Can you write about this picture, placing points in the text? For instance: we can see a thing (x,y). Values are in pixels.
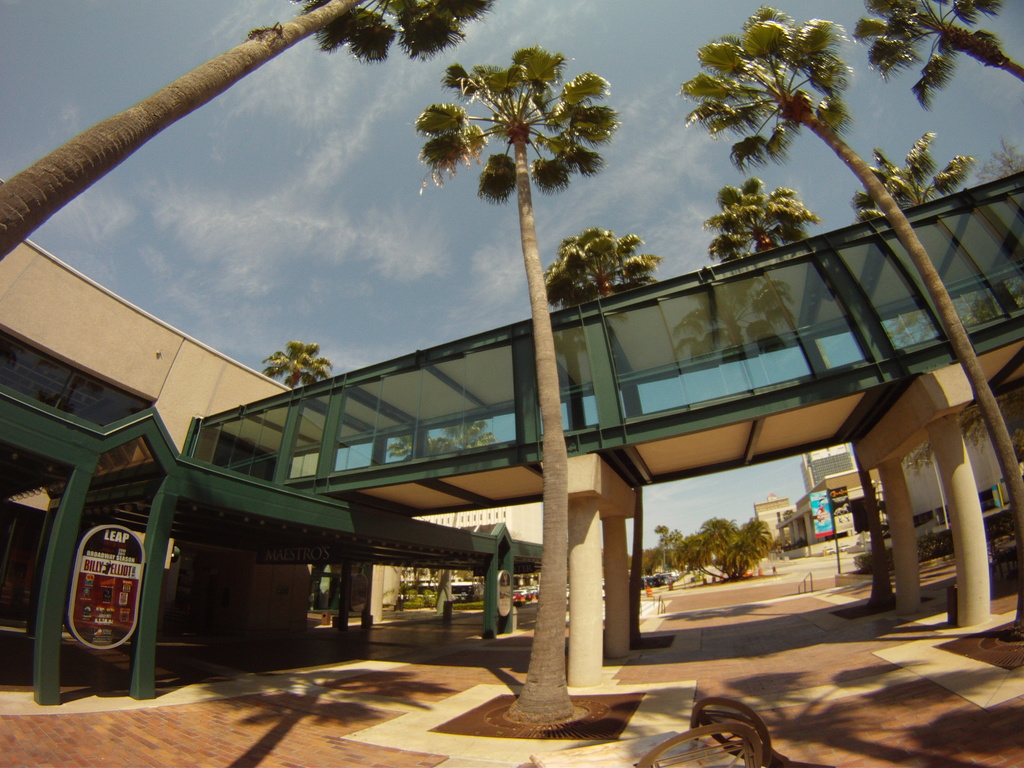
In this image there is a building (98,415). A bridge (909,359) is connected to it. Behind the bridge (590,460) there are few trees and buildings (830,543). Front side of the image there are few trees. Top of the image (380,169) there is sky (296,130).
